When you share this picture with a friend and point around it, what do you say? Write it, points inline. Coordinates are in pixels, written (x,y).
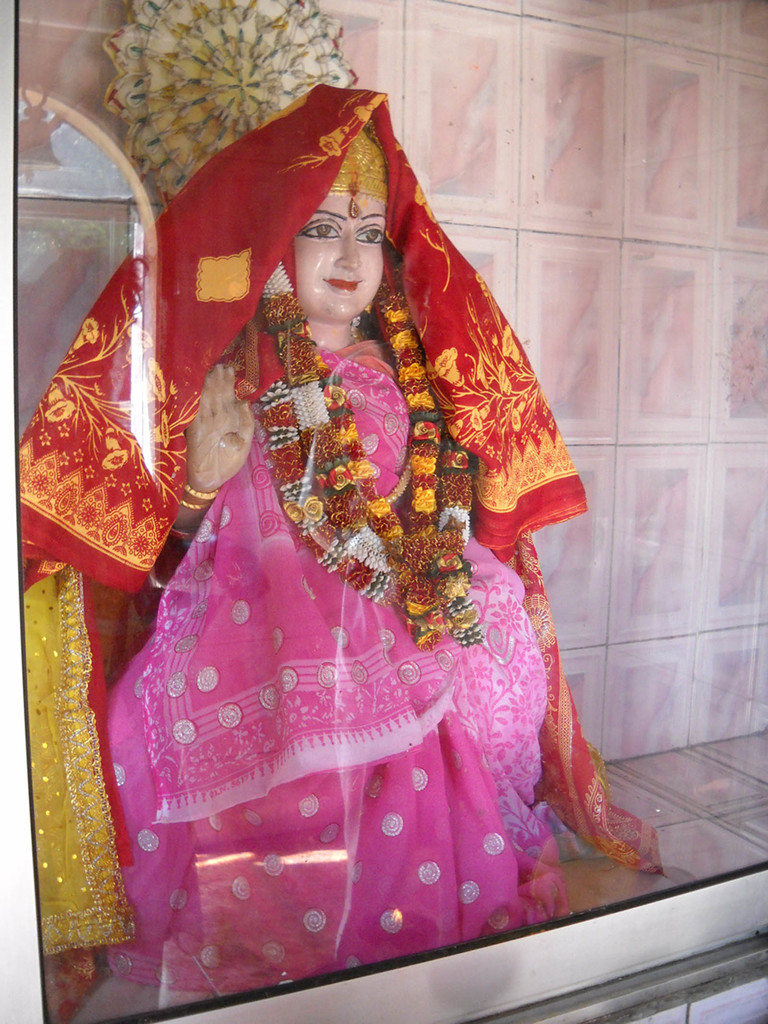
In this picture we can see an idol of goddess (349,215) and a pink saree (450,698) is wrapped around the body (265,747) of the goddess (223,688) and a red cloth (413,215) has been laid over the head (359,237). This is a glass (196,937). Here we can see a yellow colour cloth (77,809). At the backside of the goddess idol (359,226) we can see few tiles (615,302) which are light pinkish in colour. Here we can see a decorative flower (206,34). These are the garlands (360,480). There is a bindi (355,201) in between the eyebrows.
